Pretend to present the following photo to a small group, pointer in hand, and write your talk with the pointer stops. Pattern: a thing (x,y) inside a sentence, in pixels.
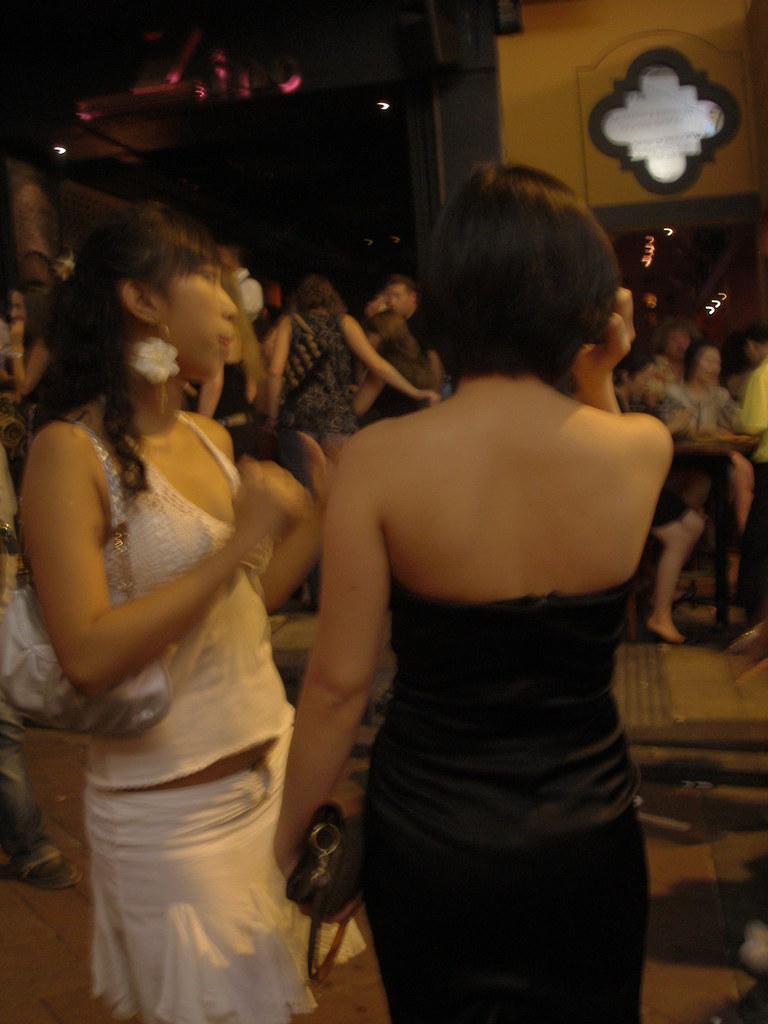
In this image, we can see people (245,432) and some are wearing bags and there is a lady (416,859) holding a bag (351,867). In the background (417,129), there are lights (670,233) and there is a wall (541,103). At the bottom (665,868), there is a floor (687,874).
